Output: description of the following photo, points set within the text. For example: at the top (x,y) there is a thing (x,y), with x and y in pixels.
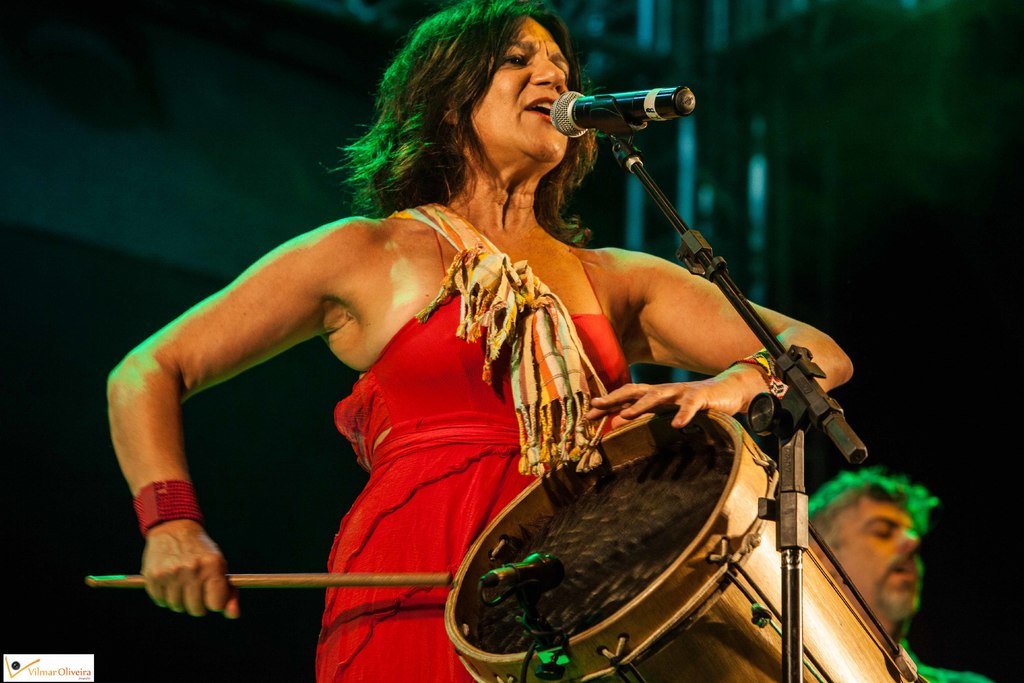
This woman (439,428) wore red dress (443,680) and playing this musical drum (589,558). This is mic (623,110) with holder (742,295). This woman (549,373) is singing in-front of this mic (613,95). Beside this woman (561,89) and another man (838,519) is standing.
